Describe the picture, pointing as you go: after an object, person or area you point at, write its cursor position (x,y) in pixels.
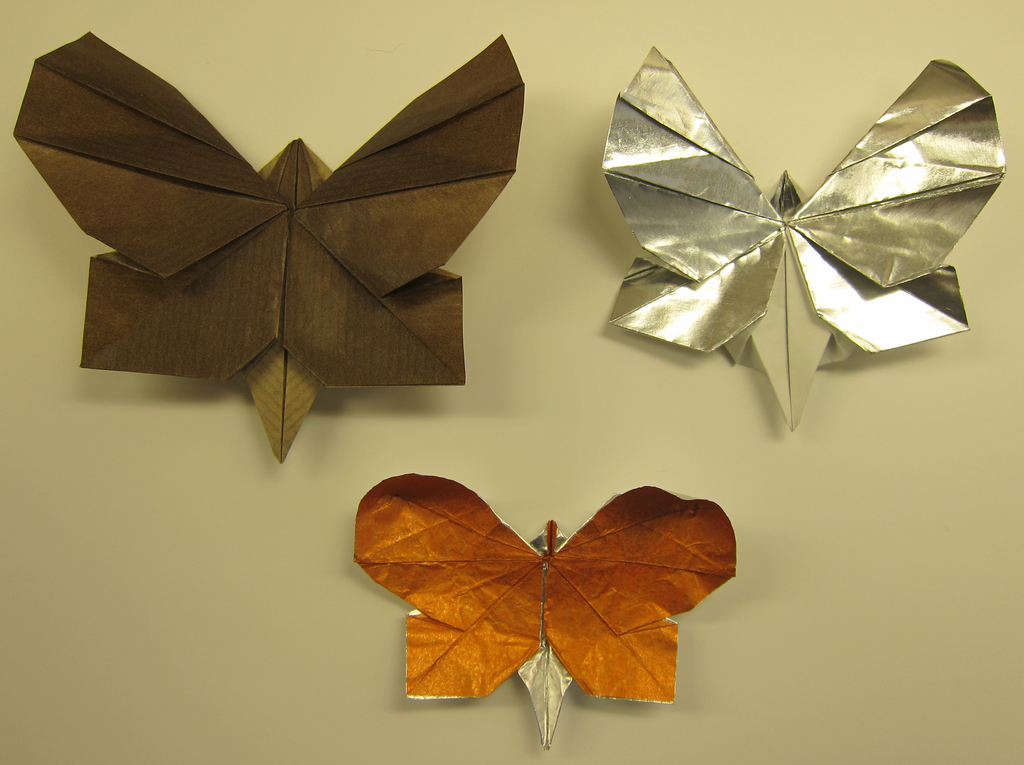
In this image we can see the butterflies (675,208) made of craft papers (314,372) and they are on the wall (370,631).
